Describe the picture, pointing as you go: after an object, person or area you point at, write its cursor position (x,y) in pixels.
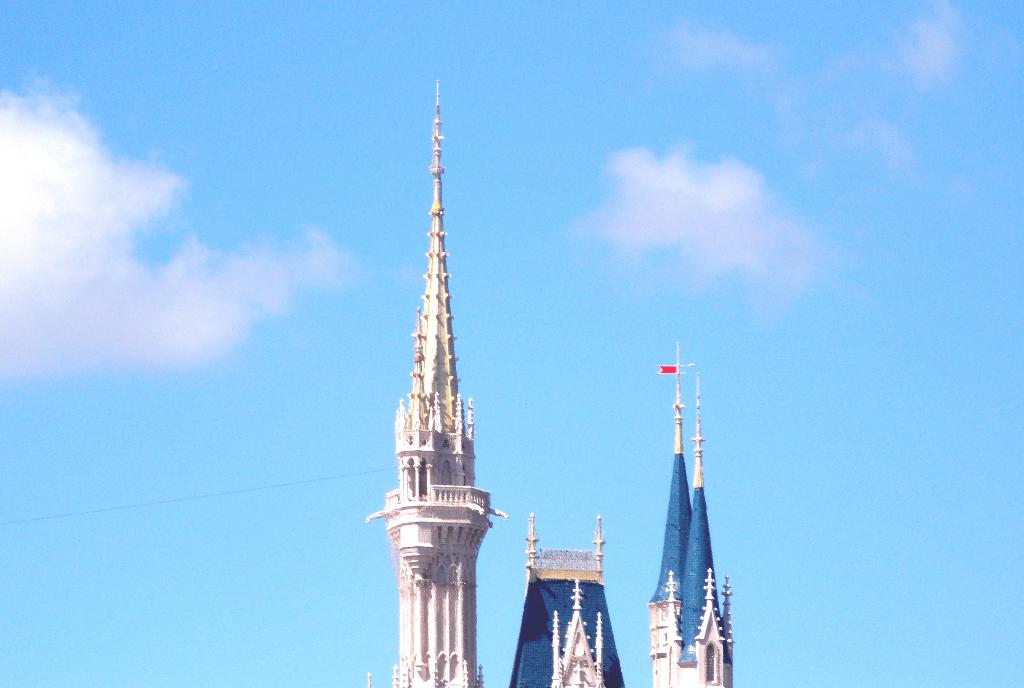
In this picture we can see the top (700,654) of a building (465,487). Sky (747,667) is blue in color and cloudy.
